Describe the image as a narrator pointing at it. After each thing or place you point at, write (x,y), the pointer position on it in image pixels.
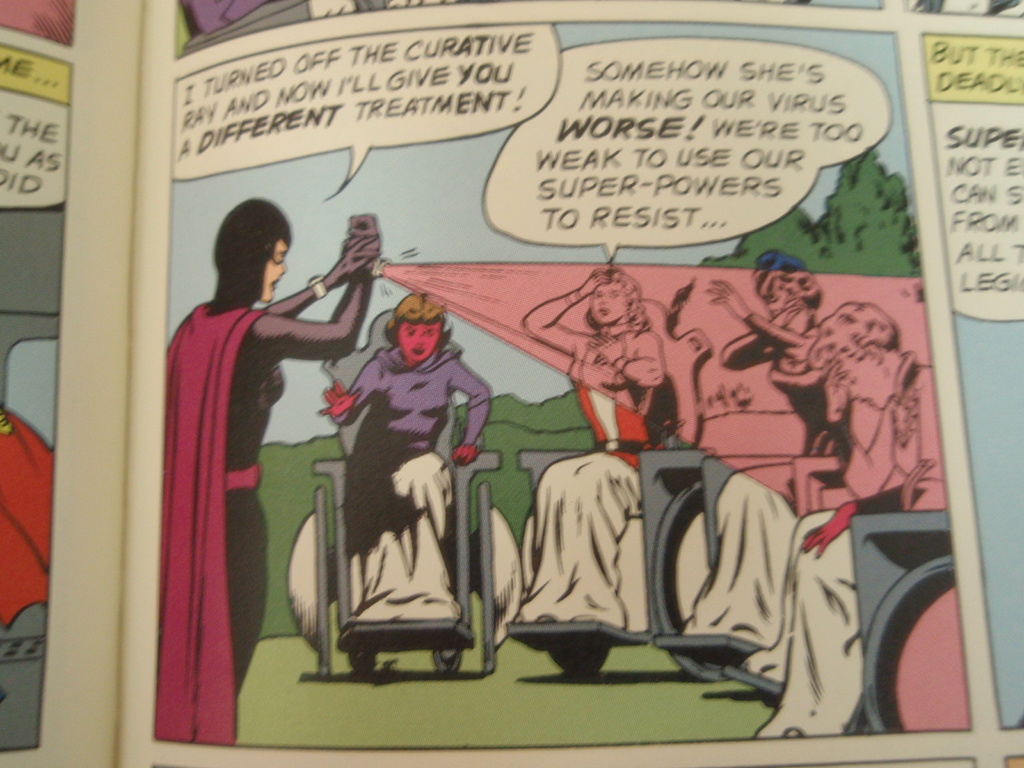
In the center of this picture (378,401) we can see the papers (150,183) on which we can see the text (256,109) and pictures (352,393) of group of persons (816,546) sitting on the chairs (872,538). On the left (242,299) we can see a picture (240,406) of a person (262,295) holding some object (382,264) and standing and we can see the sky (442,210), trees (298,484) and the green grass (414,702) and some other objects (30,569).
